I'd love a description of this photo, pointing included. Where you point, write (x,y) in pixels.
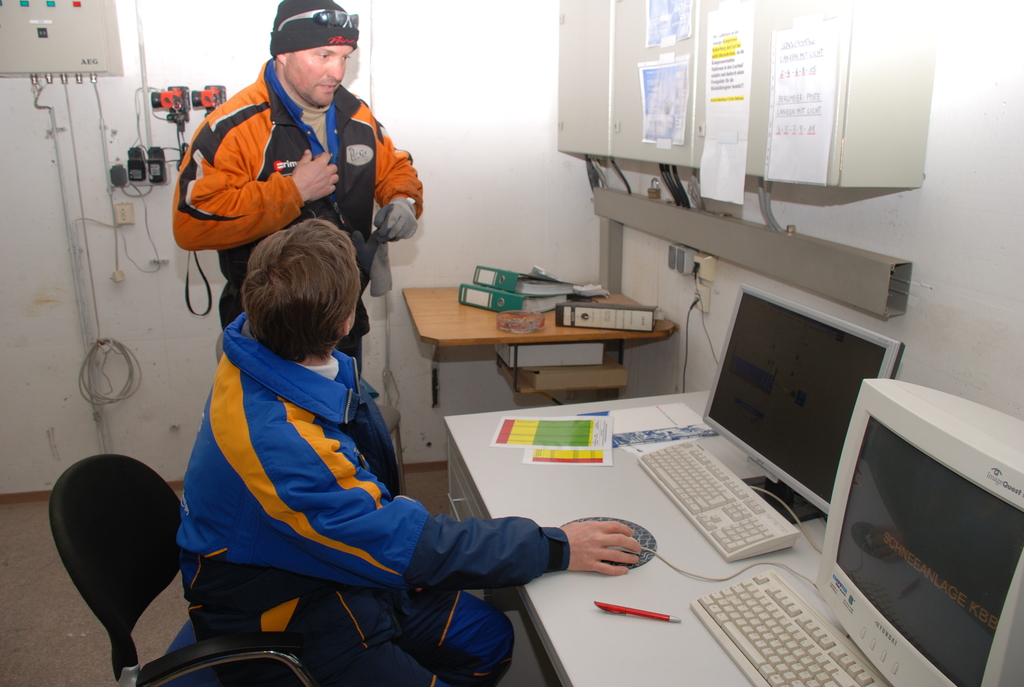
One person (297,441) is sitting one person (305,172) is standing. They are in front of the systems (750,513) which are present on the table (581,496), behind him a wall (464,118) is present where some switchboards (146,163) are there. One person (283,569) is seated on the chair (125,612).
